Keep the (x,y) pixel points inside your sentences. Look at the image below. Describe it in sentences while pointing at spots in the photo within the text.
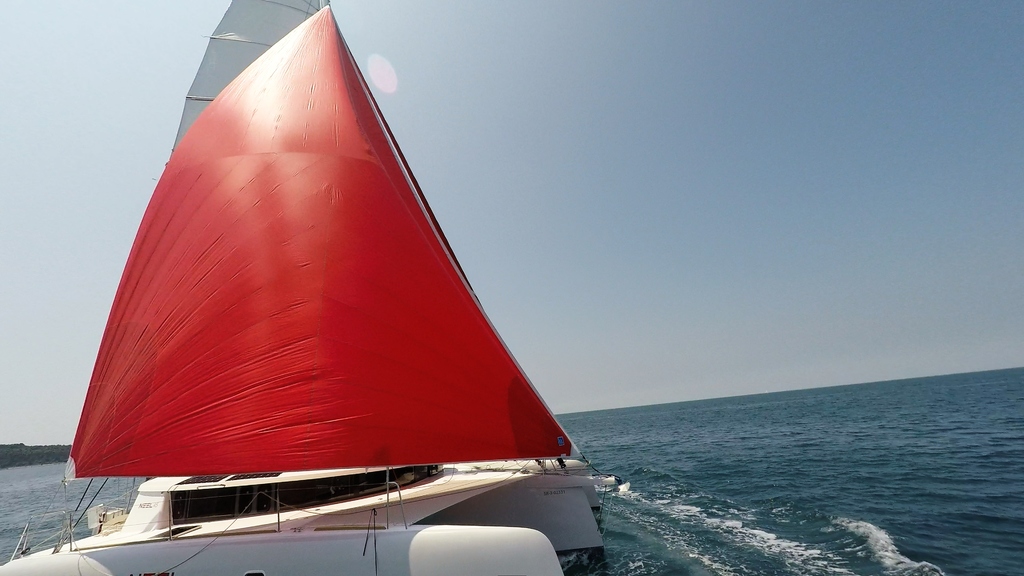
In this picture I can see there is a sailboat (394,490) sailing on the water (917,448). On the left (17,452) there are few trees (32,452) and the sky (87,292) is clear.
